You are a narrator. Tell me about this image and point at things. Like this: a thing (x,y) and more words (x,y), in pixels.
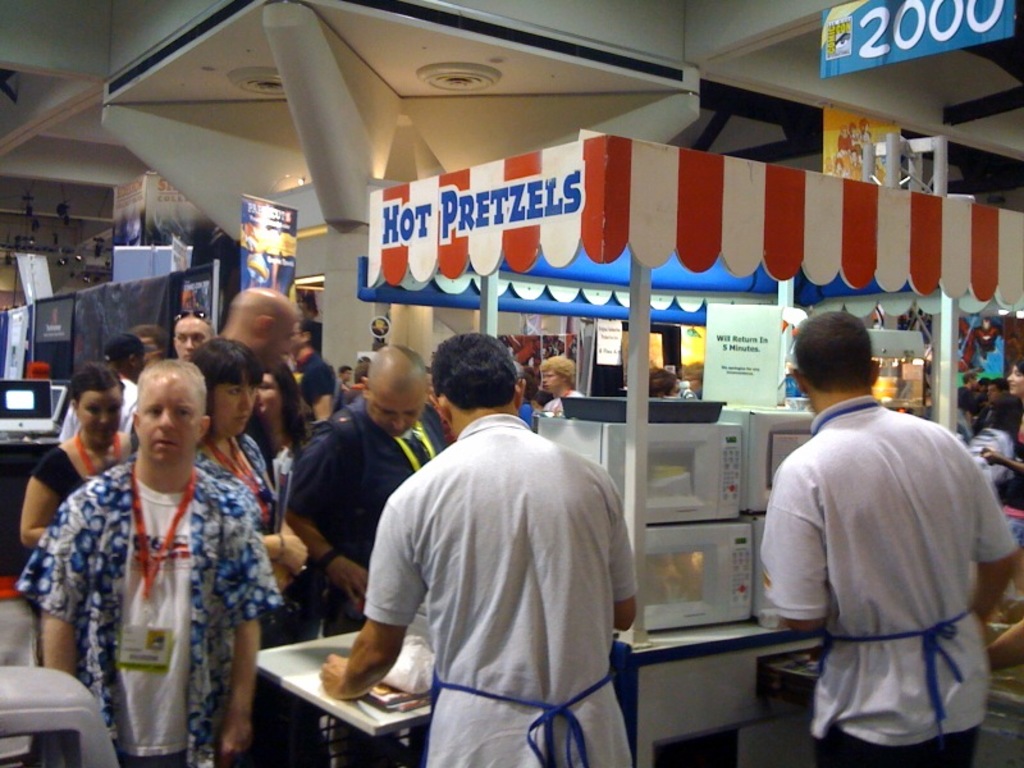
In this image we can see many people (593,473). Some are wearing tags (90,468). Also there is a stall (600,265) with text (461,212) on it. There are microwave ovens (684,492) on a table (752,627). In the back (156,239) we can see boards (257,271) with text (827,38). And there are few other things (202,210) in the background (234,212).
